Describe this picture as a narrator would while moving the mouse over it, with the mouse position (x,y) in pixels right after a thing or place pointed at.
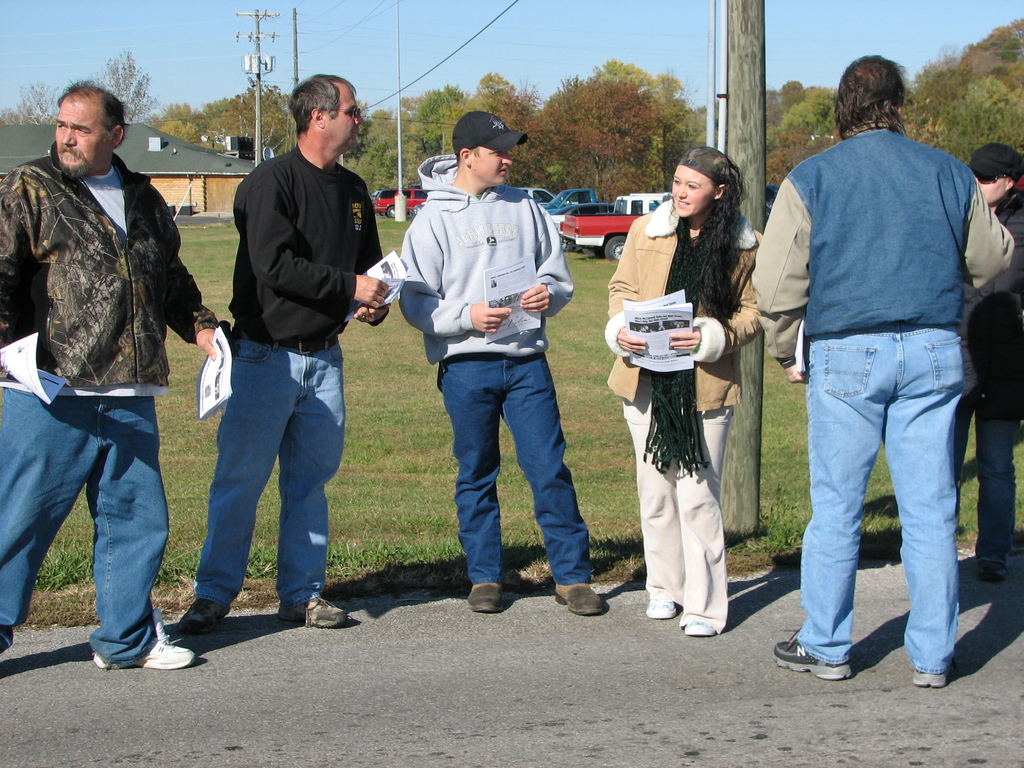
In this image there is a road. There are people (514,350) standing on the road (27,642). There is grass (780,510). There are trees (986,133) in the background (999,133) and cars (599,207) are parked. There is a house (174,187) on the left side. There is a sky (657,38).
